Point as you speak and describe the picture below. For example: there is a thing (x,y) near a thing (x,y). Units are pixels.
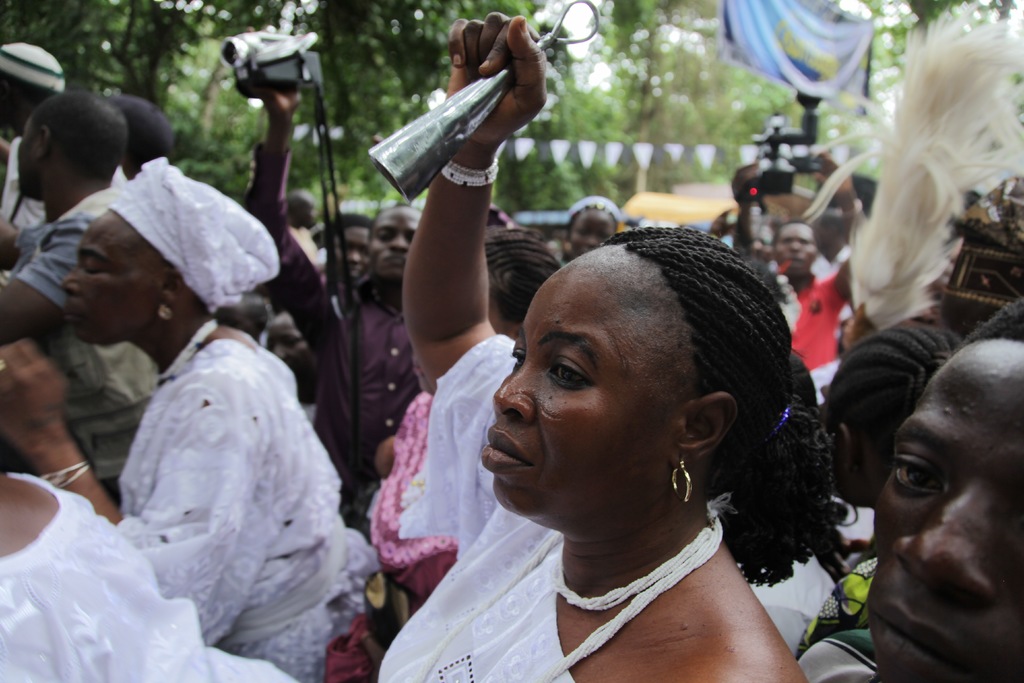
In this image we can see so many people (491,314), few are holding cameras (770,140) in their hand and one lady (621,478) is wearing white color dress (510,613) and holding some bell like structure thing (467,124) in her hand (537,88). Background of the image (714,87) trees (393,47) are present.
